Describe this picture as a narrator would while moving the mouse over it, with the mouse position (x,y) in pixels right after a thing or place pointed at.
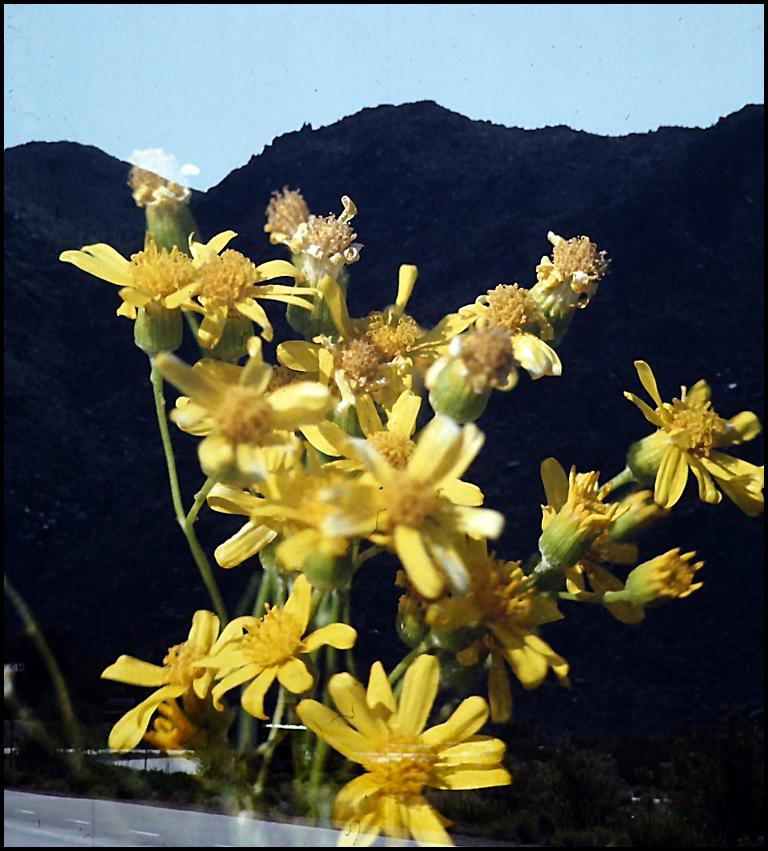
In the picture we can see some flowers (409,706) which are yellow in color and behind it, we can see the hills (132,548) and the part of the sky (257,151) with clouds (151,151).
